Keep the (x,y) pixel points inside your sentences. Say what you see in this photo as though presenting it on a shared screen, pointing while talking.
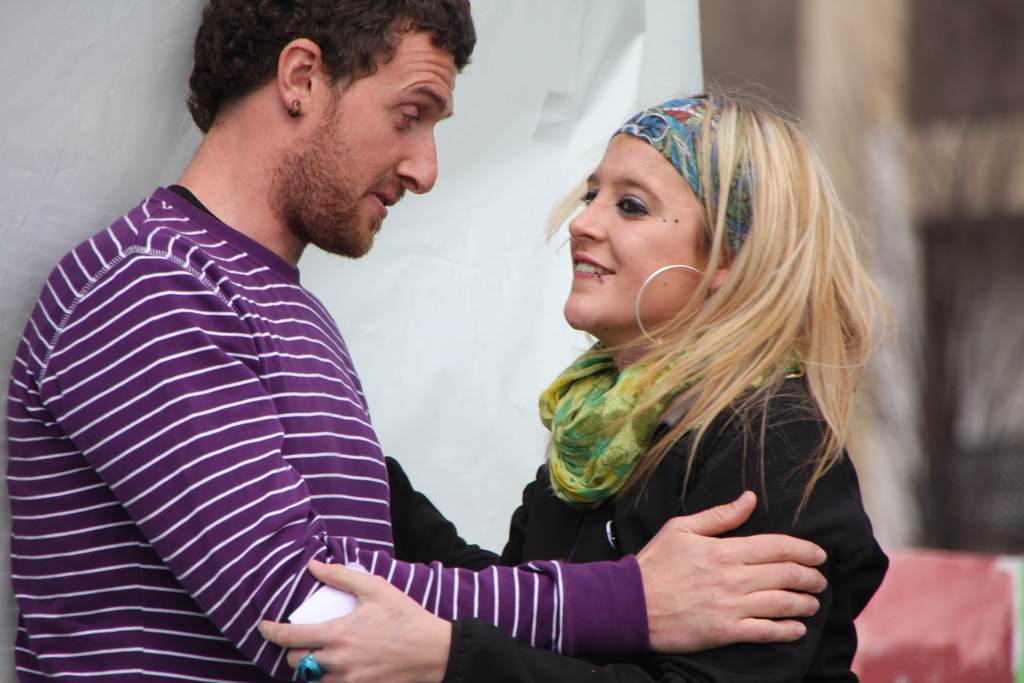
In this picture we can observe a couple (760,292). One of them is a woman (562,381) and the other is a man (331,337) wearing T shirt (163,499). The woman (684,275) is smiling and she is wearing a headband (652,125). We can observe a green color scarf (590,415) around her neck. There is a white color plastic cover (510,310) behind them.
